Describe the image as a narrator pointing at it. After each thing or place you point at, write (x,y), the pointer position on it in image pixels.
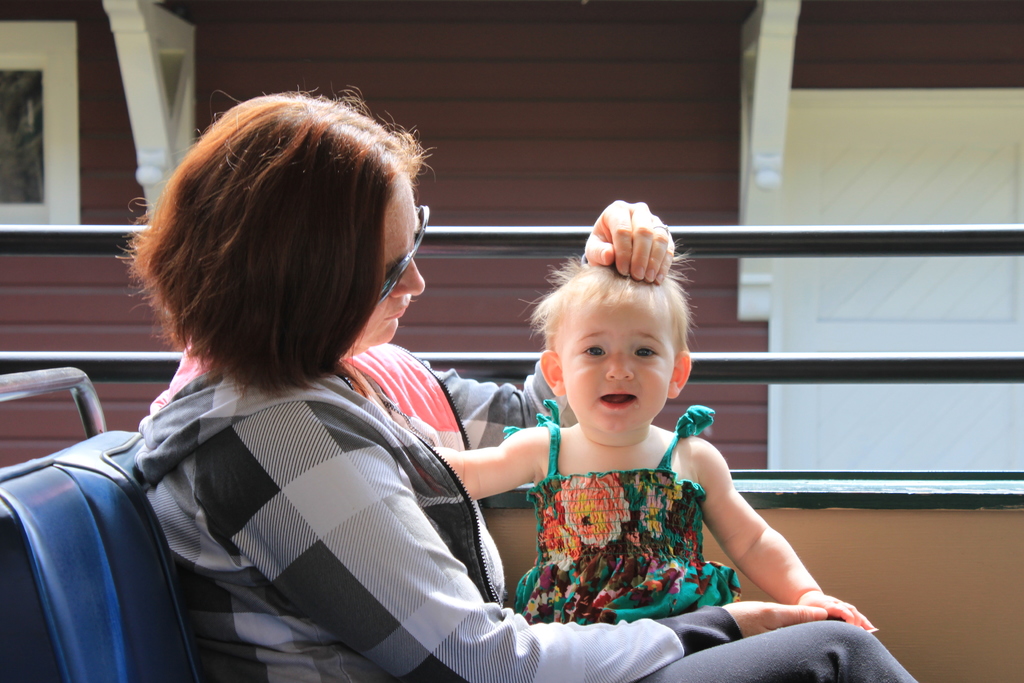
In this picture we can see a woman (538,379) and a baby (661,321), she is seated and she wore spectacles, beside to her we can find few metal rods (840,353).
